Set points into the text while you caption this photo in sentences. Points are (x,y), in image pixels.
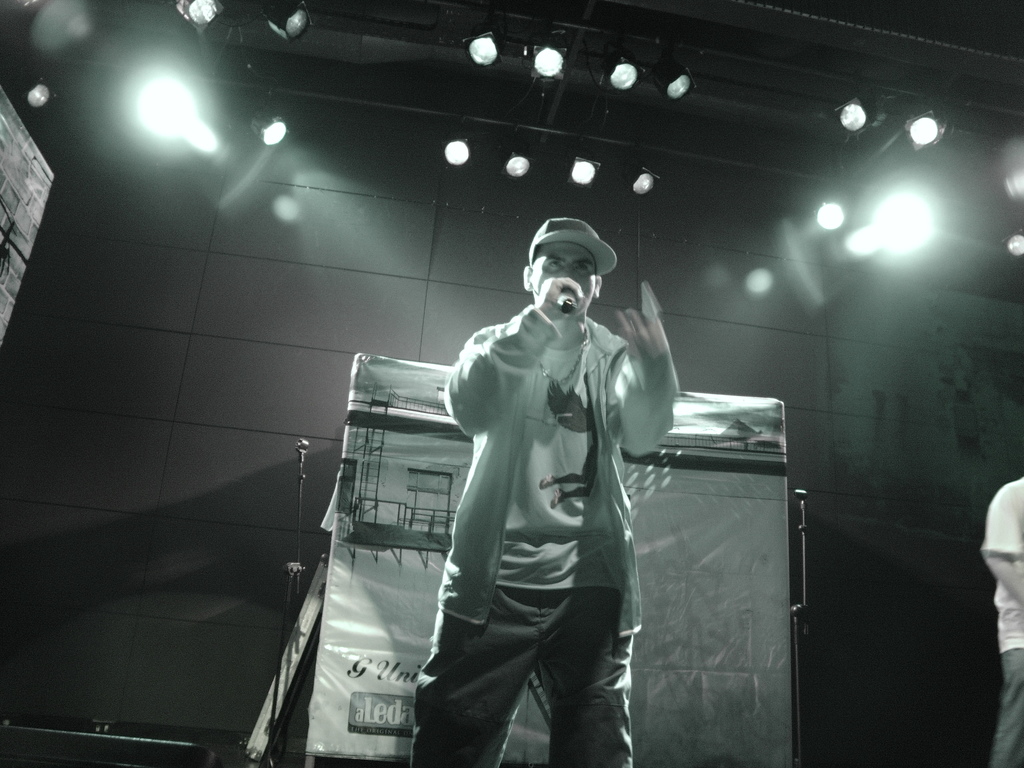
This is a black and white picture. Here we can see a man (541,349) who is talking on the mike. He wear a cap (564,235). This is banner (413,470). On the background (339,360) there is a wall (668,241) and these are the lights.
